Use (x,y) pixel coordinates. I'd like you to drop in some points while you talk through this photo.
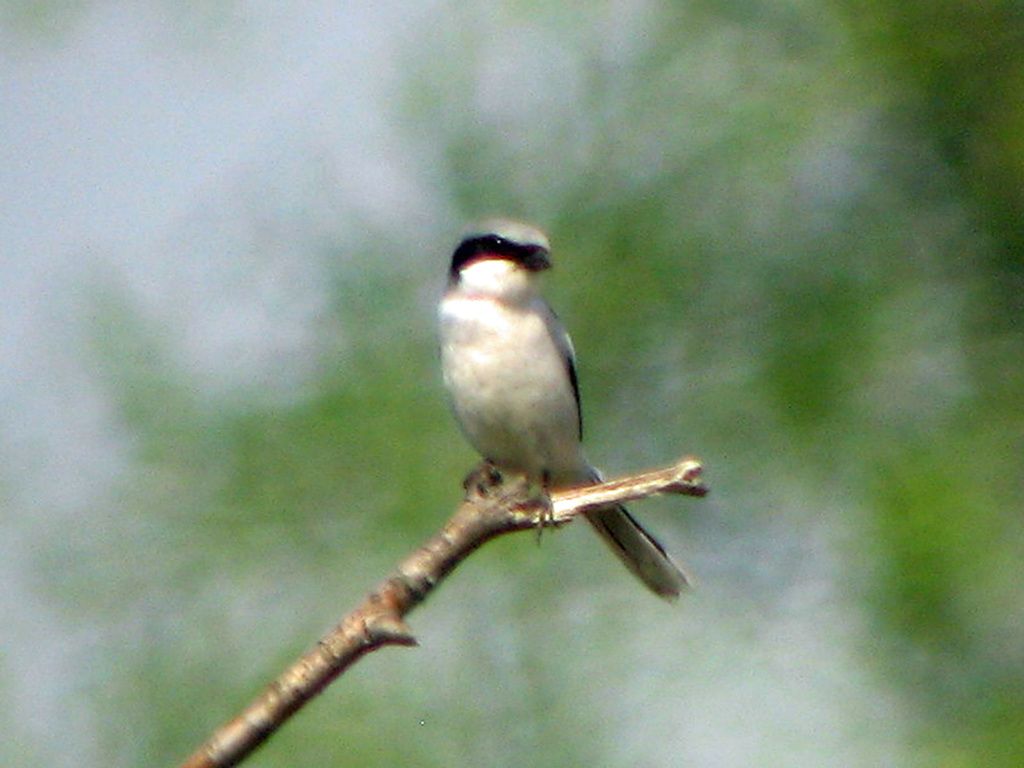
In the center of the image (516,503) we can see one wood (571,515). On the wood (596,485), we can see one bird (506,389), which is in black and white color.
